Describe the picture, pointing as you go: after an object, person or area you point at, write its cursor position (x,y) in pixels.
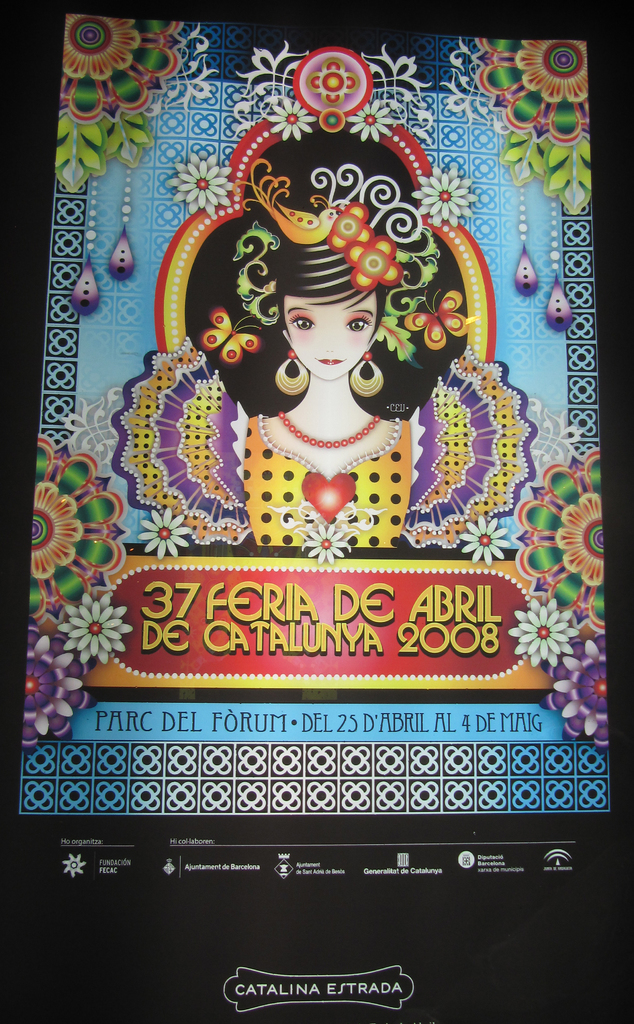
This might be an animation, in this image in the center (316,430) there is one person (311,409) and also there are some decorations (34,663). And at the bottom of the image (111,721) there is some text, and in the center (257,632) also there is some text (210,642).
